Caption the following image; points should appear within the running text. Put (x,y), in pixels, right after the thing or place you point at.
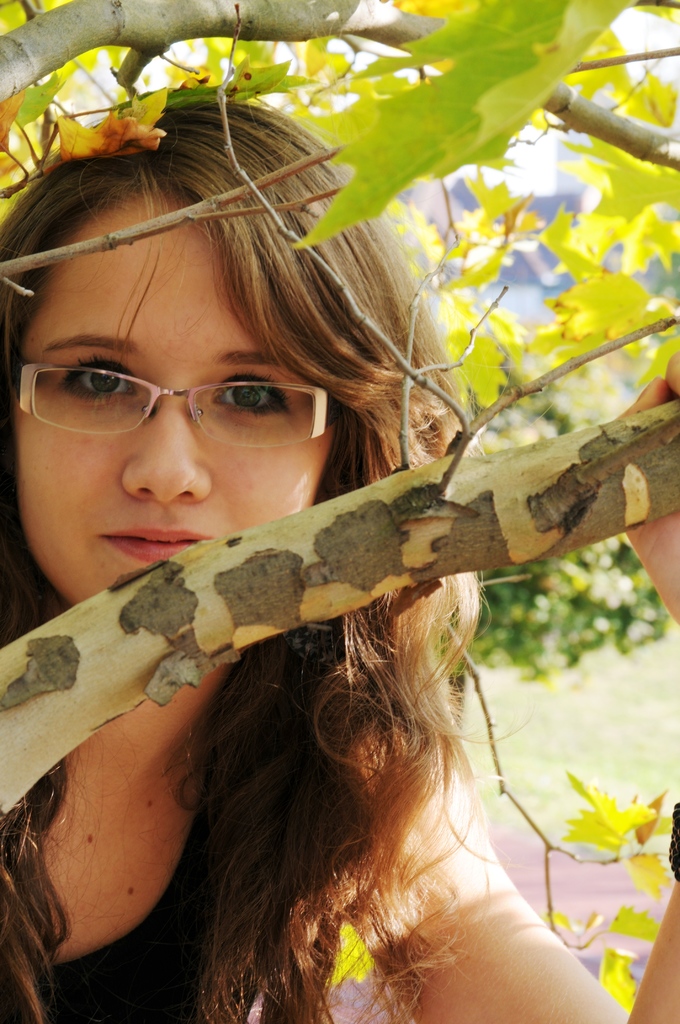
In this image I can see a person (92,933) standing wearing black color dress (111,950), background (576,642) I can see trees (571,579) in green color and sky (537,181) in white color.
